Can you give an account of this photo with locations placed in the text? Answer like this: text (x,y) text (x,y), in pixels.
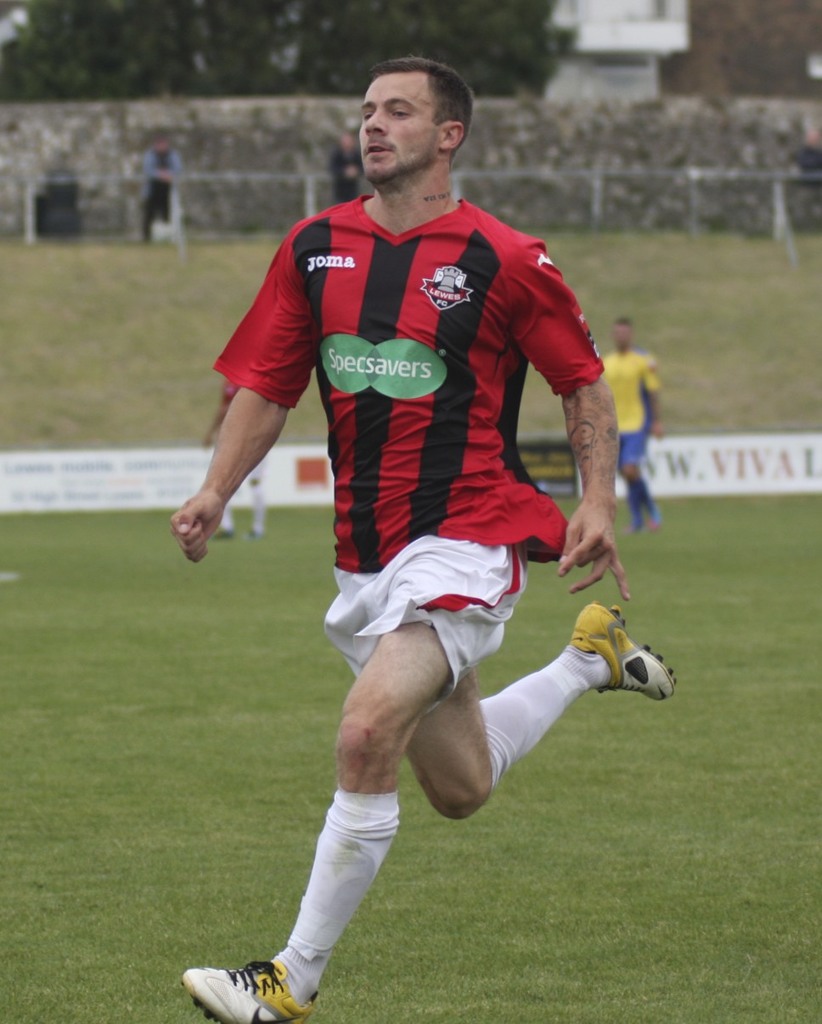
In this image I can see a person (391,459) is running and wearing red, black and white color dress (411,420). Back Side I can see few people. I can see fencing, trees (476,36) and building (721,72).
